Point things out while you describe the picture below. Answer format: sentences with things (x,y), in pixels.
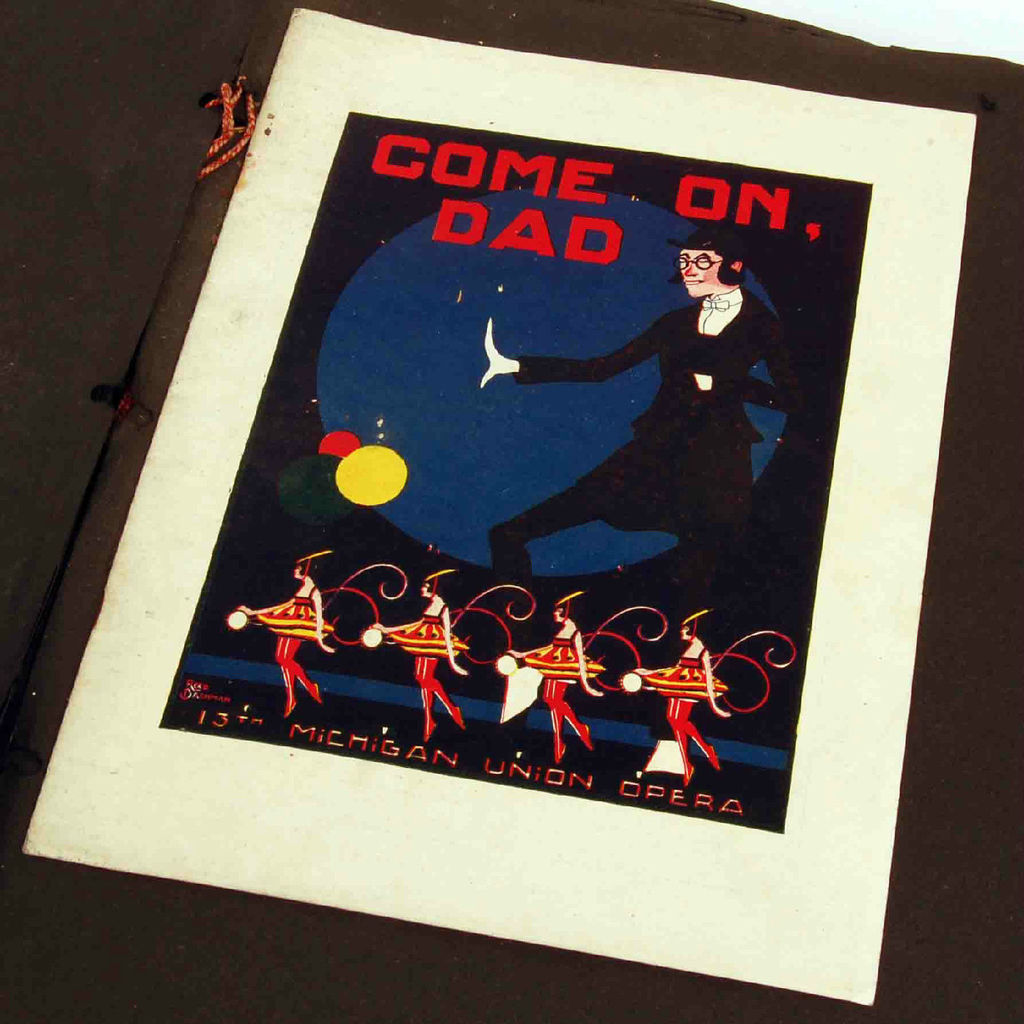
In the image we can see a poster (485,398). On the poster (629,201) it was written "come on dad". A man (572,371) was standing in this poster (690,507). In the bottom (713,695) there are four ladies (282,618) dancing.
